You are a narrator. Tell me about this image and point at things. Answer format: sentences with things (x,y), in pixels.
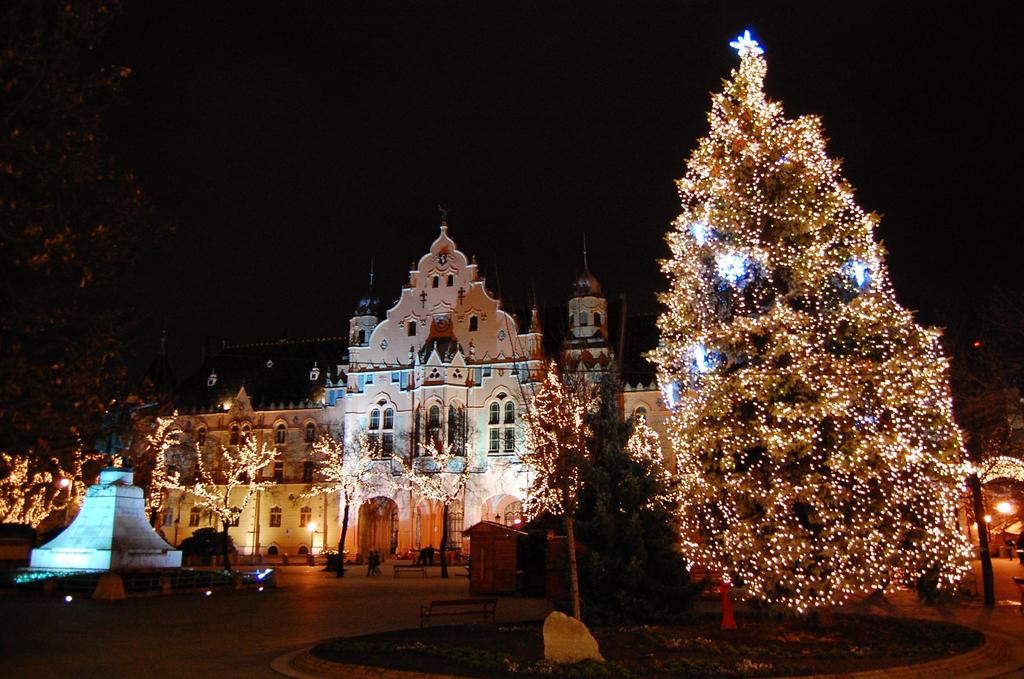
In this picture, we can see a tree (706,379) with some lights (697,355) and few trees (655,618). On the left side (78,435), we can also see some trees (64,492). In the middle of the image (409,386), we can also see some trees (344,518), buildings (460,472), windows (499,429). On the top (409,91), we can see black color. In the background (372,575), we can see group of people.
